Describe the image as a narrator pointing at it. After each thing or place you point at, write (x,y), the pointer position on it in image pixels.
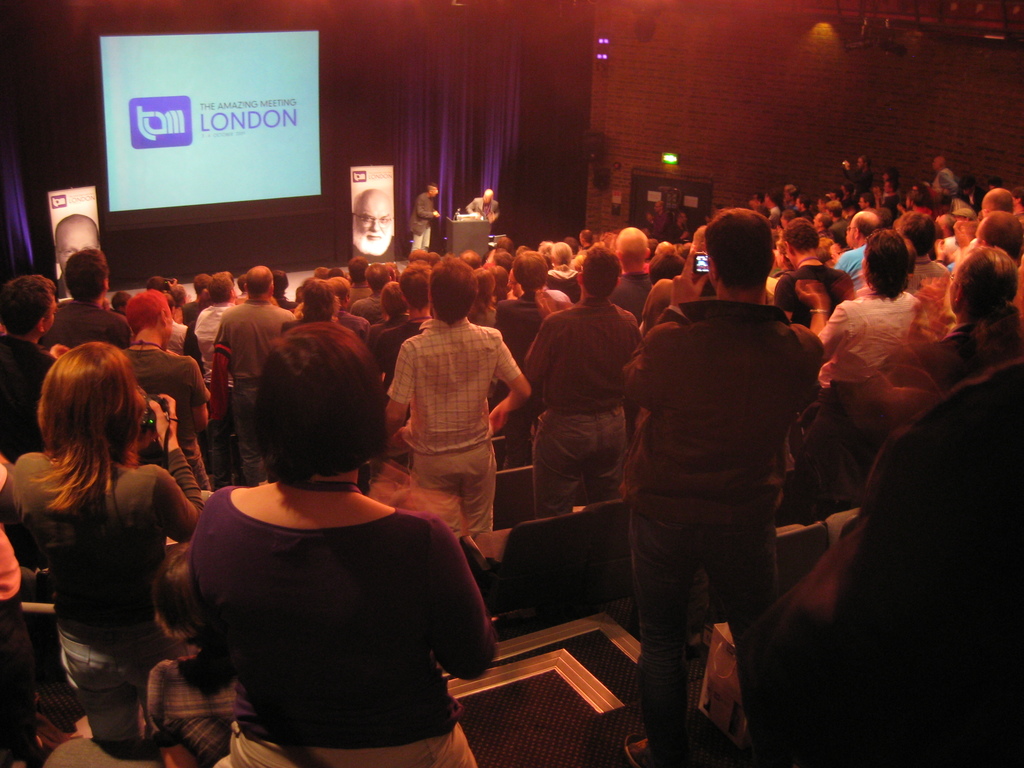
In this image, we can see a crowd (878,283). There is a screen (240,163) in the top left of the image (213,105). There is a podium (453,242) in the middle of the image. There is a wall (920,97) in the top right of the image (921,102).
